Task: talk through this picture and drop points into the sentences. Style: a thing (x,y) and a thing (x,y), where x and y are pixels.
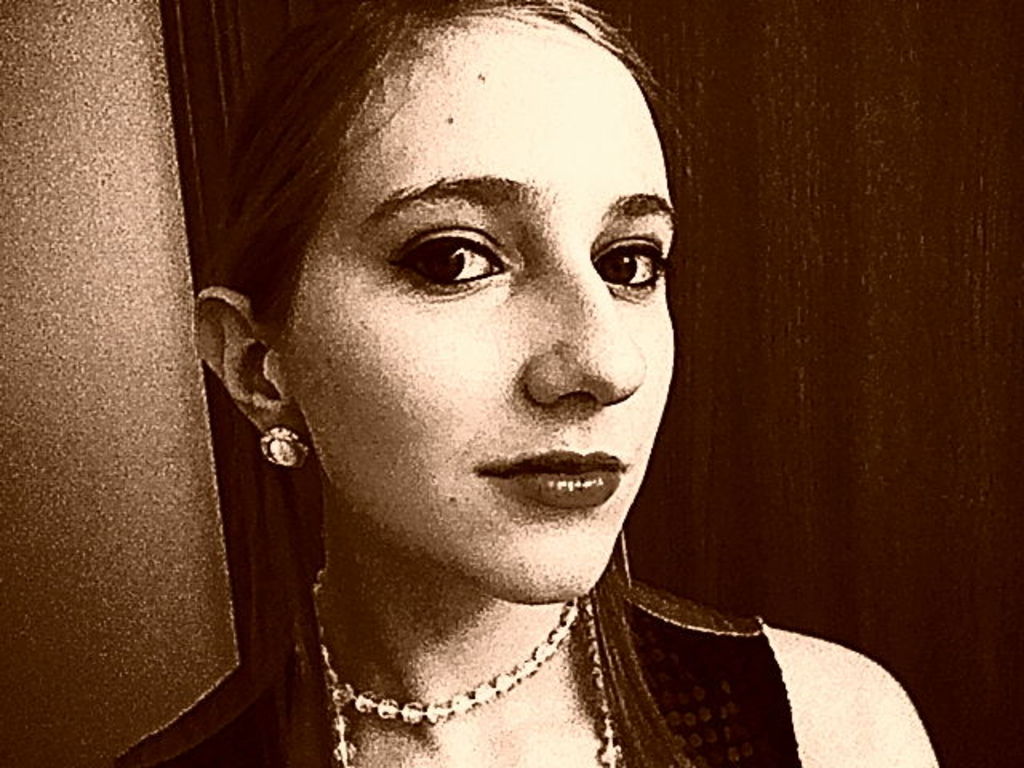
In the center of the image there is a woman (709,757).
